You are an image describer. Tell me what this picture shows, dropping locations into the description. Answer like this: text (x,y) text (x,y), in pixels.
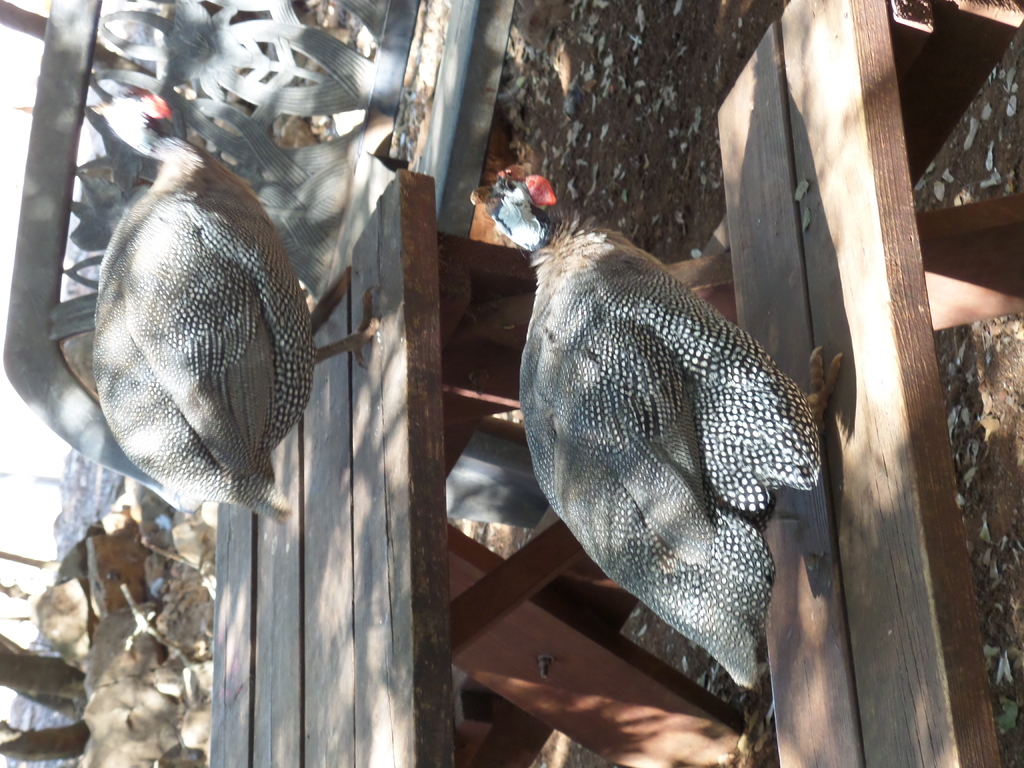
In this image I can see a bench (470,413) in the front (762,282) and on it I can see two birds (167,145). On the top left side of this image (52,153) I can see a metal thing (42,222). On the bottom left side (131,593) I can see few stuffs (118,562) on the ground (178,511).
